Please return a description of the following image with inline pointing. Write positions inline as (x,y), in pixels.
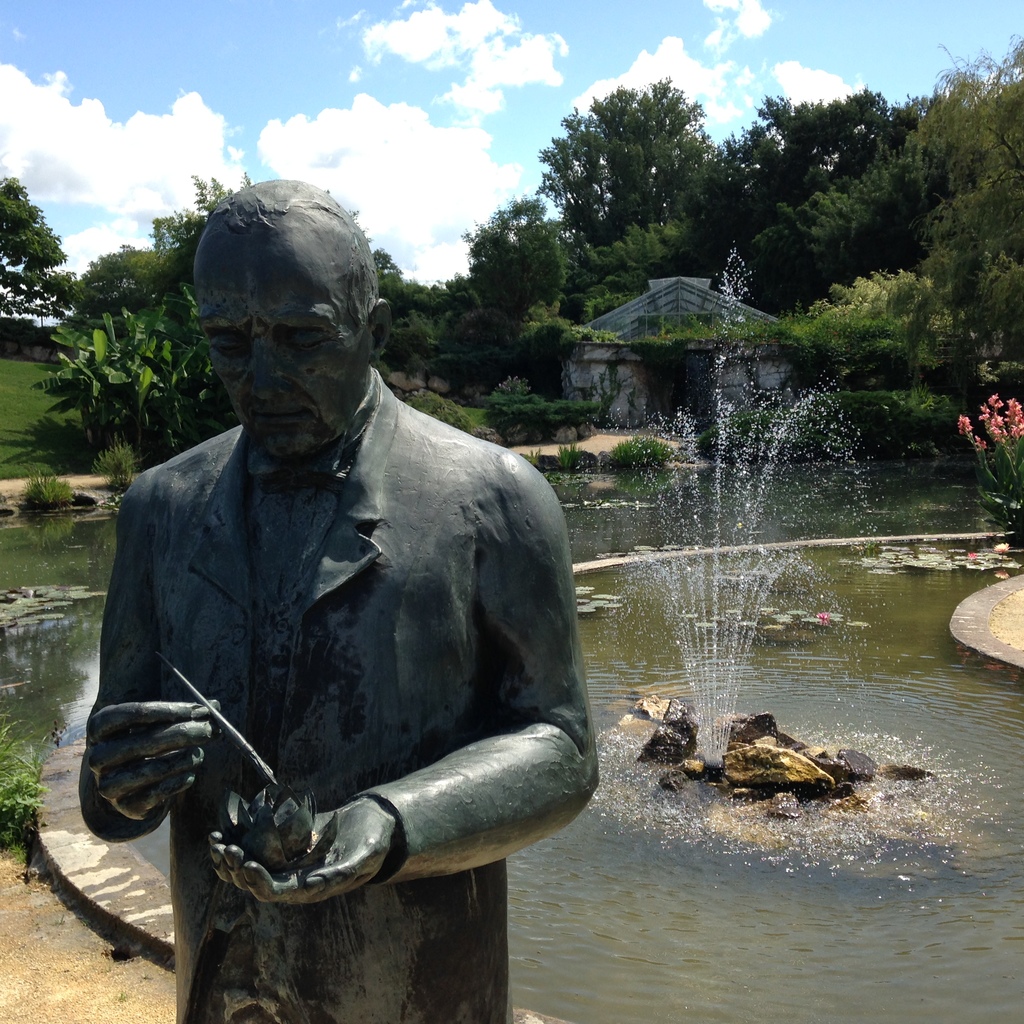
In this picture I can see a statue (493,496) in front (169,519) and in the middle of this picture (678,454) I can see the fountain (734,495), few flowers (1018,429) and plants (986,504). In the background (94,464) I can see the grass (94,464), number of trees (843,175) and I can see the sky (443,197). I can also see a building (699,307) in the middle of this picture (578,355).
